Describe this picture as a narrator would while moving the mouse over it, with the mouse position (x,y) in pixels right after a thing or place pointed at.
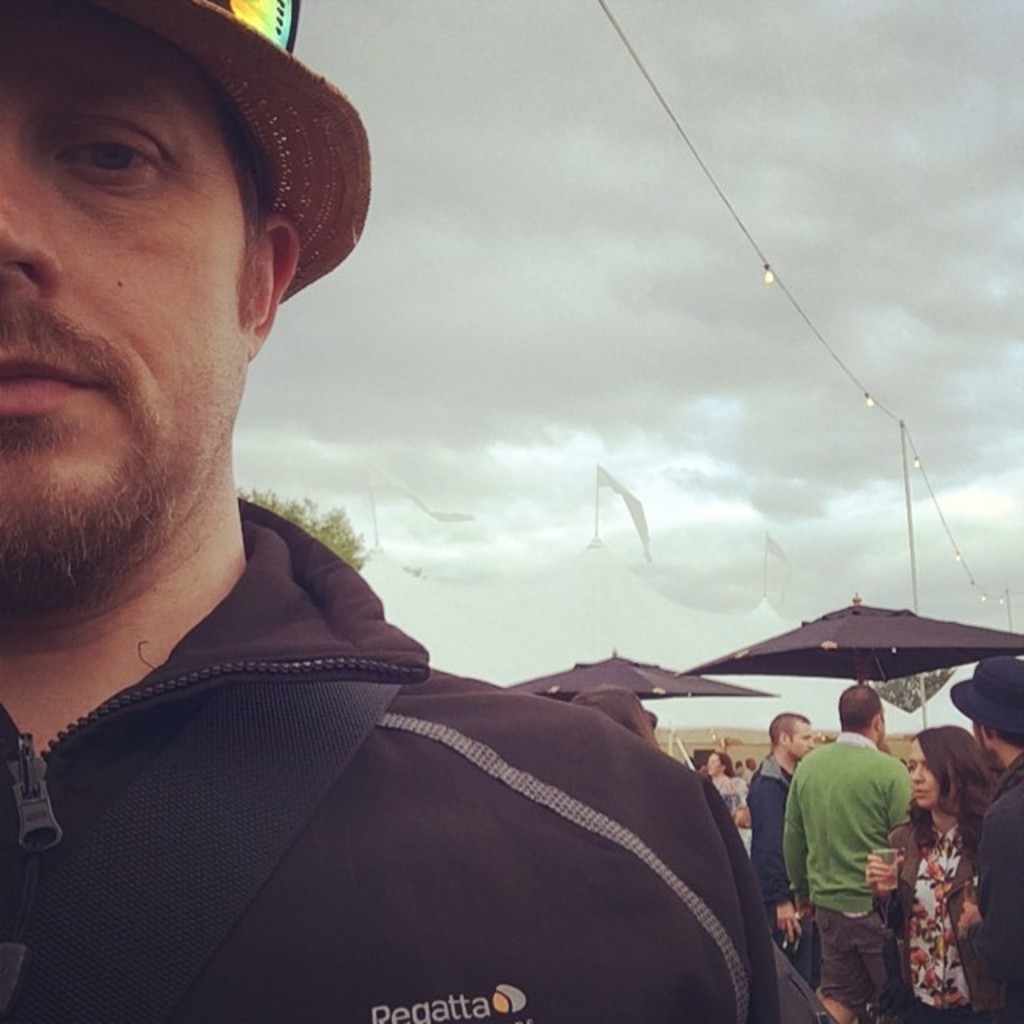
In this image, there is a man (130,473) standing, he is wearing a hat (272,136), we can see some people (854,778) standing and there are two black umbrellas (946,632), at the top (618,290) there is a sky (575,321) which is cloudy.
